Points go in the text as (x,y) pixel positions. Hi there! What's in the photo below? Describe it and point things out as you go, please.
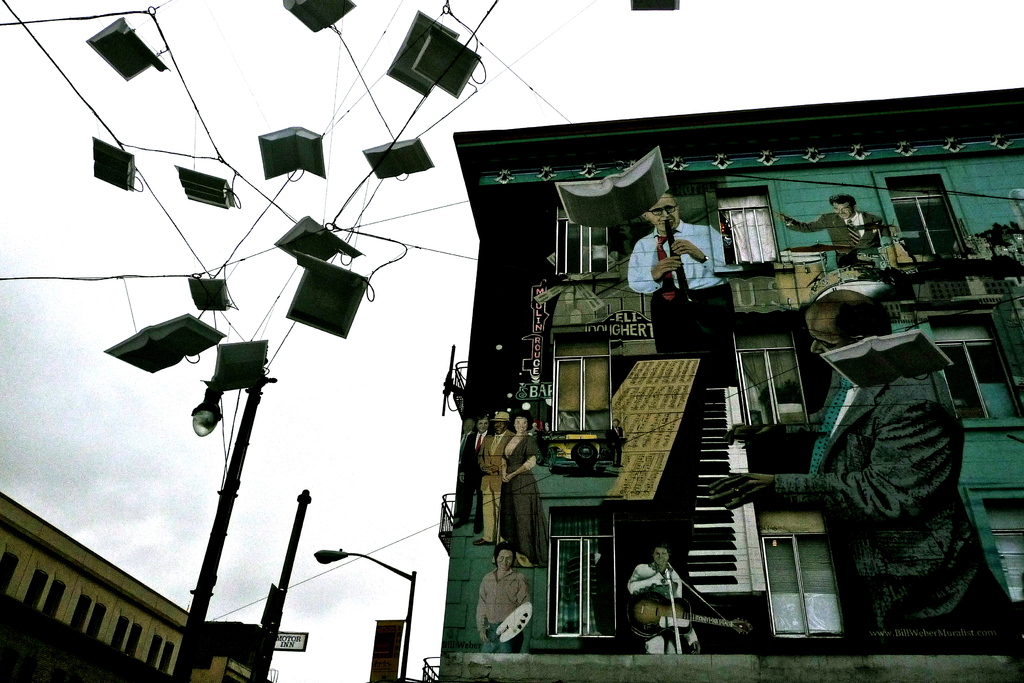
In this picture we can see a building (255,625) on the left side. There are few poles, a board (292,645) on the pole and some lights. We can see few windows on the building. There are some people (521,538) and few musical instruments (842,259) on the building (718,578) on the right side (745,524).
